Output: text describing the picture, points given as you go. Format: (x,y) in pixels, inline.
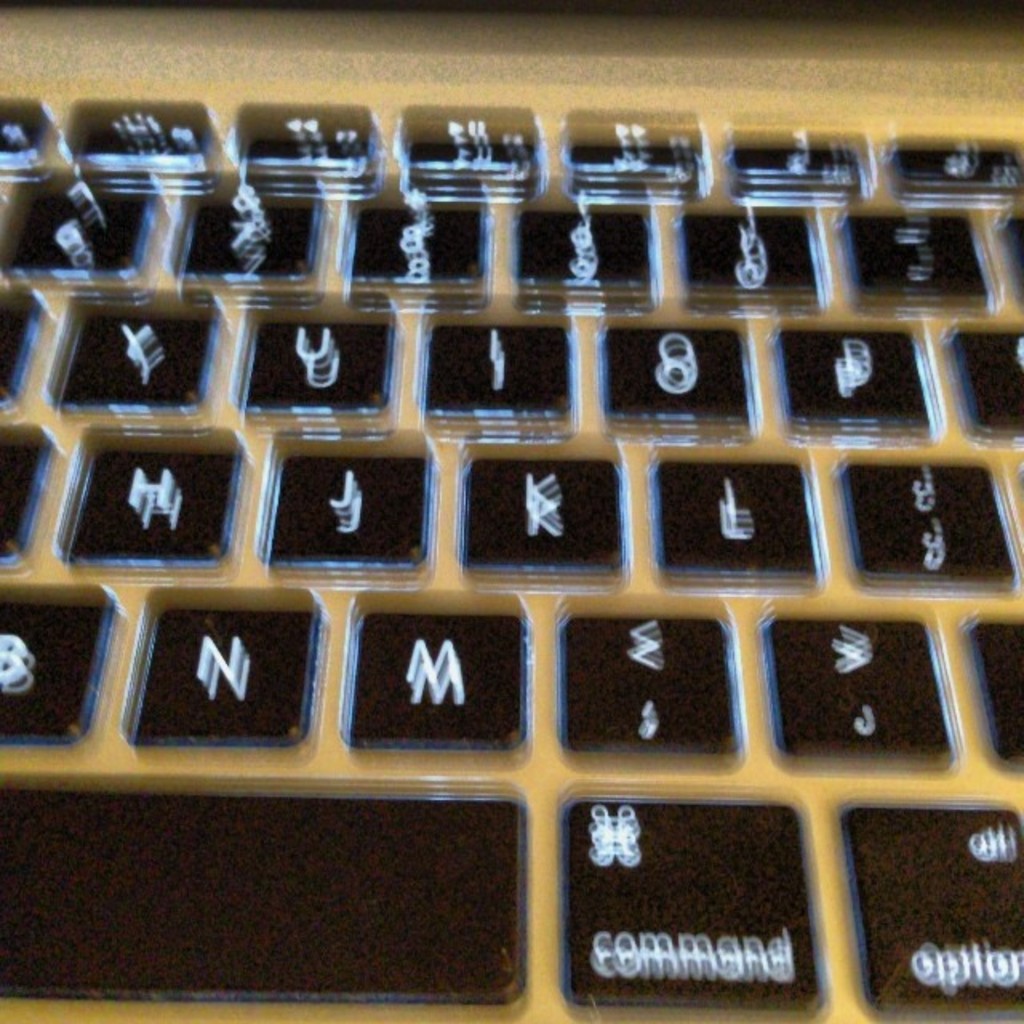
In this image we can see a keyboard (408,468).
